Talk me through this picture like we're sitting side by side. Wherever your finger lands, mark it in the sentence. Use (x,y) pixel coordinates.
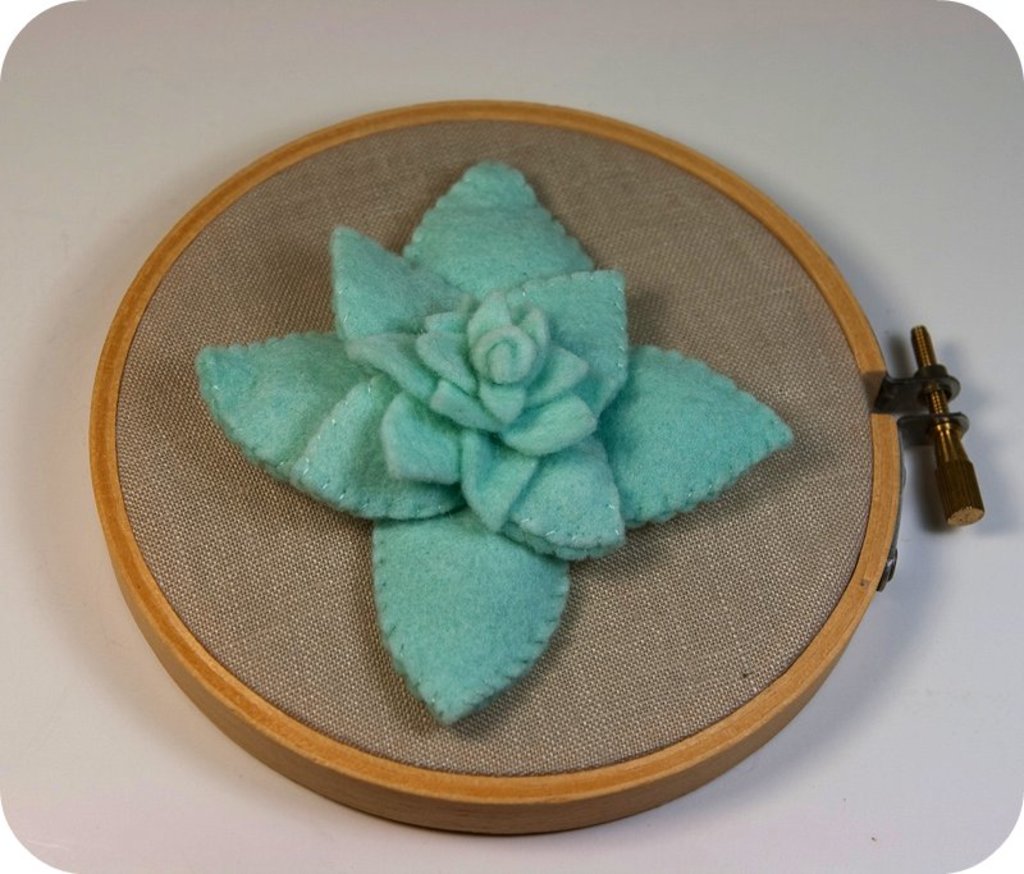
This picture seems to be an edited image with the borders (2,23). In the center (670,410) we can see an object (96,193) which seems to be the table (996,650) on the top of which a wooden frame (712,176) containing a cloth (167,458) with a flower art (551,415) and a screw (940,412) is placed.
